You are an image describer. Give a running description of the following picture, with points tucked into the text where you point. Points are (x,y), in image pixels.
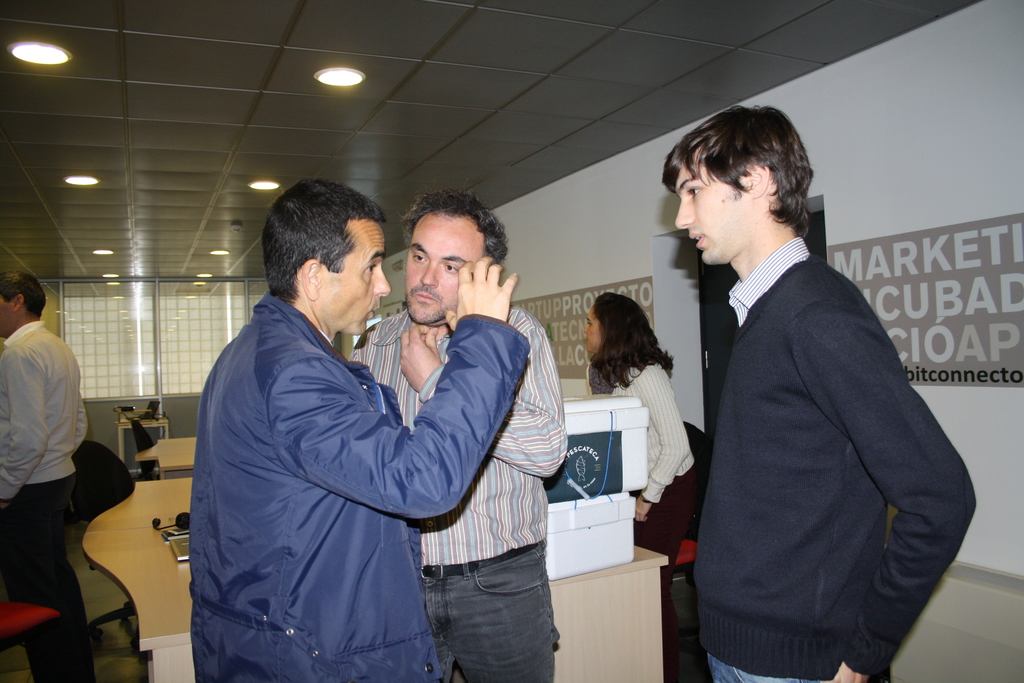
In this picture we can see a group of people (293,433) standing on the floor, tables (182,570), chairs (113,476), boxes (603,443), banners (573,317) on the wall (908,117) and in the background (17,46) we can see the lights (268,187).
